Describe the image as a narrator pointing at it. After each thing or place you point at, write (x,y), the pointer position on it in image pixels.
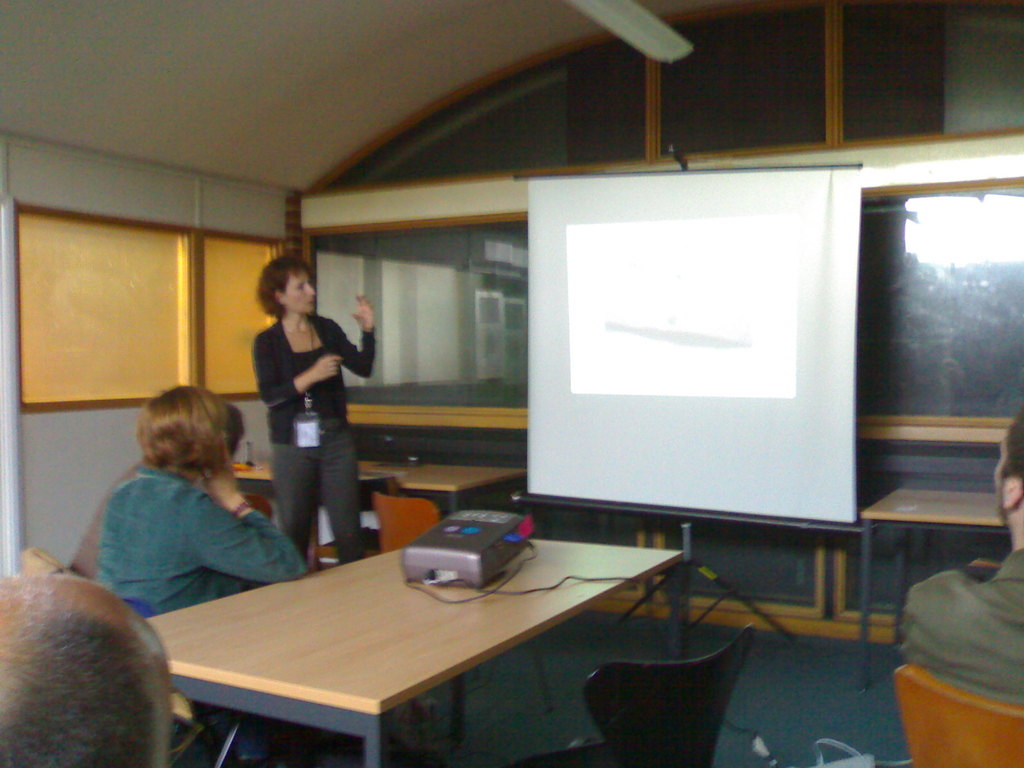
In this image i can see a woman (327,373) standing and few persons (201,528) sitting on the chairs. I can see a table (398,572) and a projector (476,518) on it. In the background (628,401) i can see a projection screen (760,332) with some projection (676,324), and to the right side (883,290) i can see a wall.
